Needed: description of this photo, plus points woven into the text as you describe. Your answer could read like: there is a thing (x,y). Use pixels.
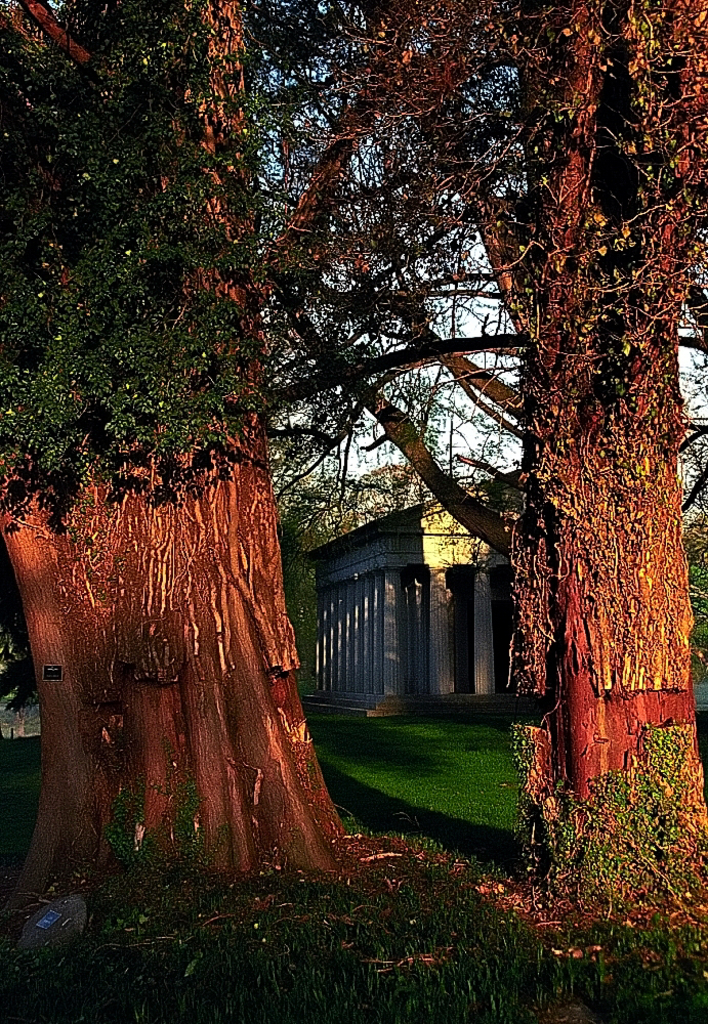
In this image, we can see trees (227,591) and there is a house (365,627). At the bottom (339,848), there is ground (92,884).
